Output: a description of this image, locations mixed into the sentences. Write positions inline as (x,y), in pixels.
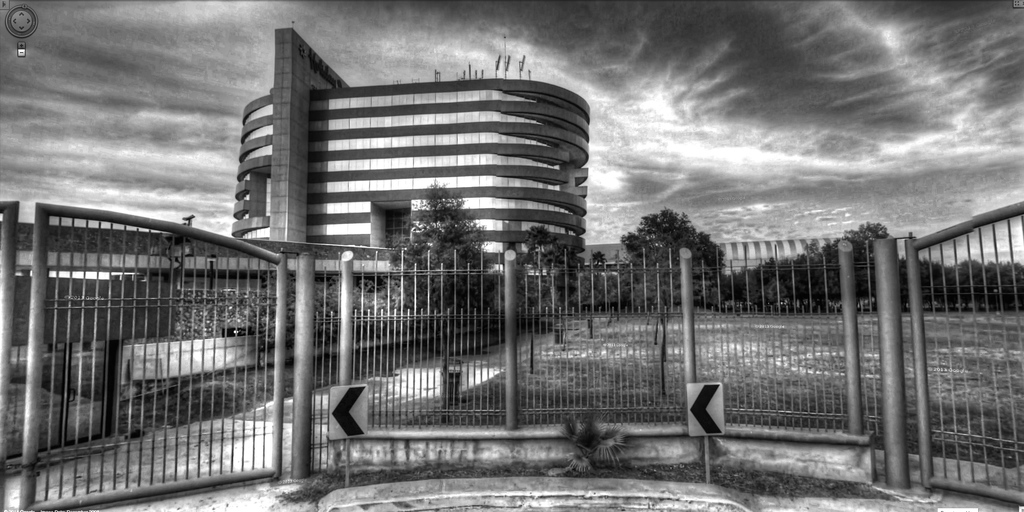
In this image there is a building (475,157). At the bottom (850,439) there is a fence (748,377) and a gate (178,399). We can see boards (712,425). In the background (587,287) there are trees (533,250) and sky (642,82).
